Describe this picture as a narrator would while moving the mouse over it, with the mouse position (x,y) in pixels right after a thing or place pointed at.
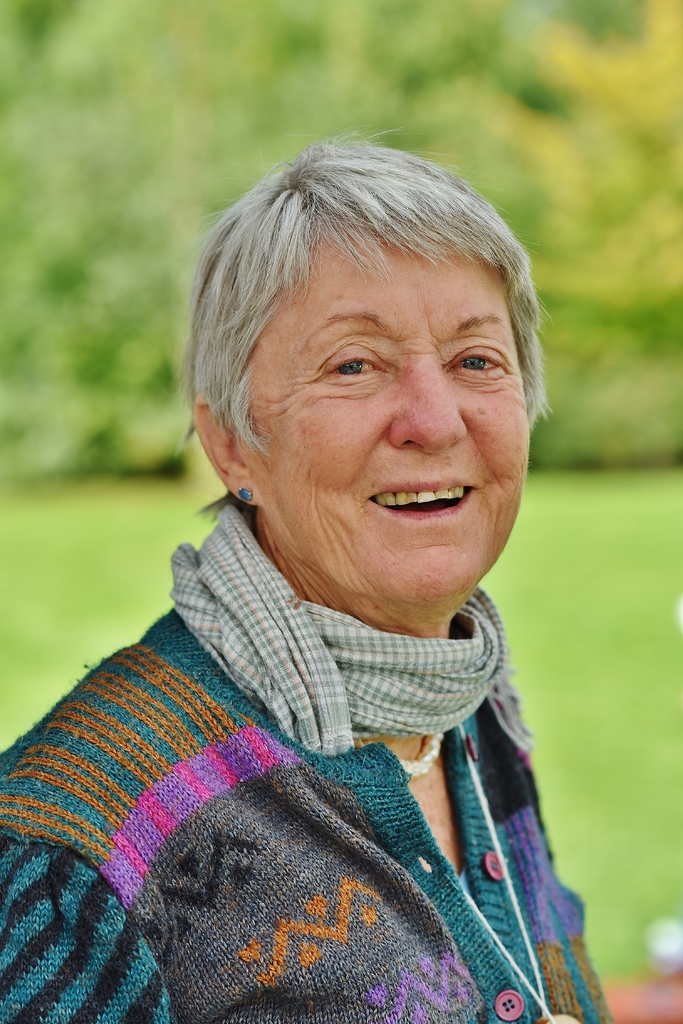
In this image we can see a woman (268,819) and there is a cloth (270,646) around her neck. In the background (153,244) the image is blur but we can see plants (114,413) and grass (63,579).
